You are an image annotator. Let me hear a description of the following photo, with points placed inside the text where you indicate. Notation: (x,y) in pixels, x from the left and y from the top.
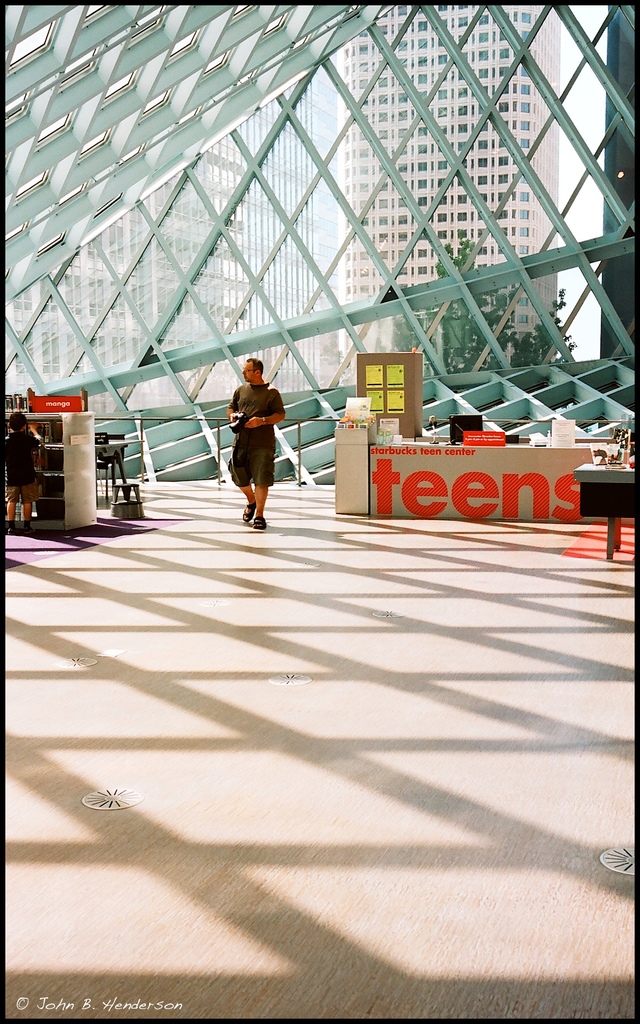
In this picture there is a man (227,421) walking on the floor (225,510) and we can see objects (622,437) on tables (609,475), posters (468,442) and boards (405,398). On the left side of the image (17,488) there is a kid (9,527) standing and we can see objects (54,424) in racks (43,423). In the background of the image (500,158) we can see glass (359,169), through glass (462,357) we can see tree (451,353), buildings (502,216) and sky (592,227).
